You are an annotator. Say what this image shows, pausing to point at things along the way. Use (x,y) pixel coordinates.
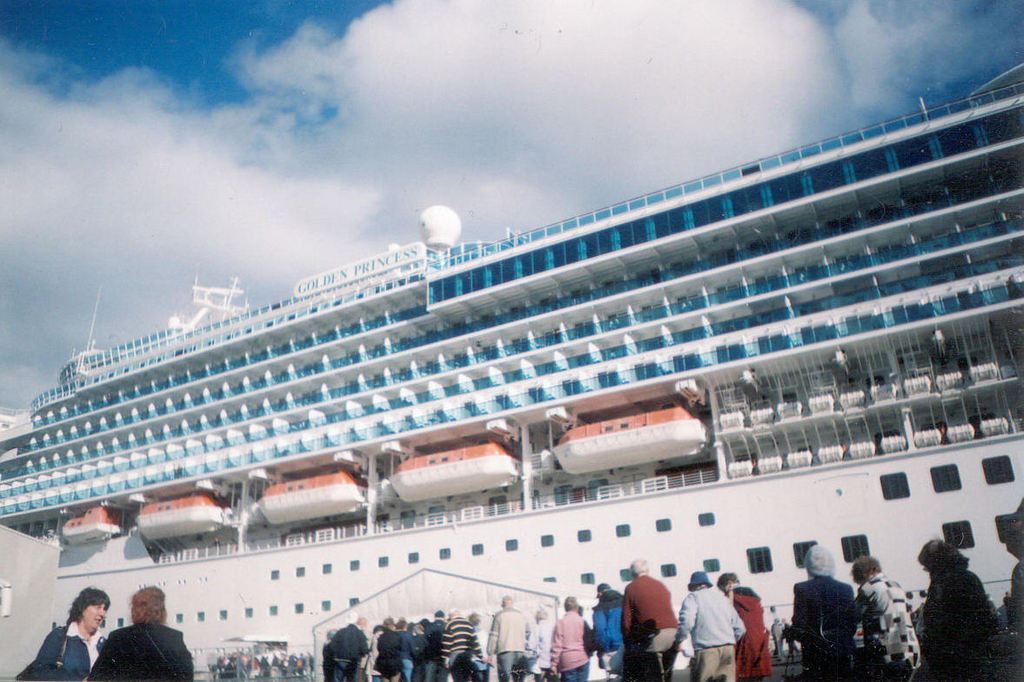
In this image we can see ship (534,432). At the bottom of the image (144,650) there are persons (455,626). In the background (149,61) there is sky (140,66) and clouds (223,205).
